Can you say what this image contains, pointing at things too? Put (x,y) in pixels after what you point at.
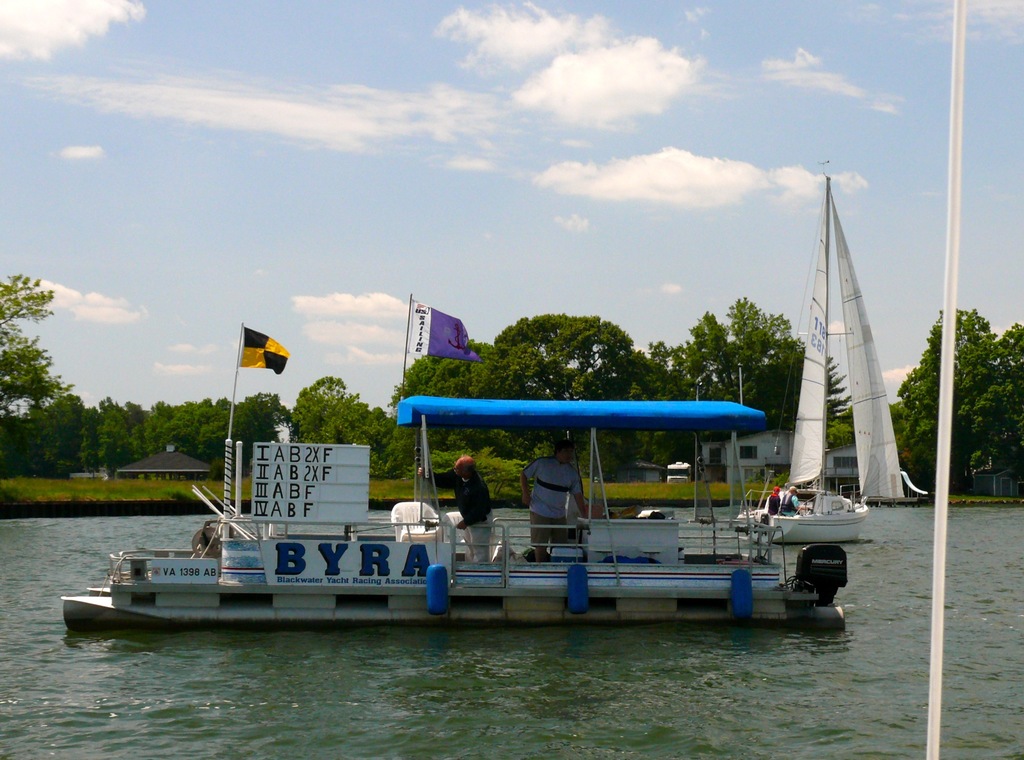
In this picture I can see a boat (517,580) floating on the water (954,620) and in the back (398,438) there are some trees (776,333) and in the background (875,281) I can see the sky (643,157).
